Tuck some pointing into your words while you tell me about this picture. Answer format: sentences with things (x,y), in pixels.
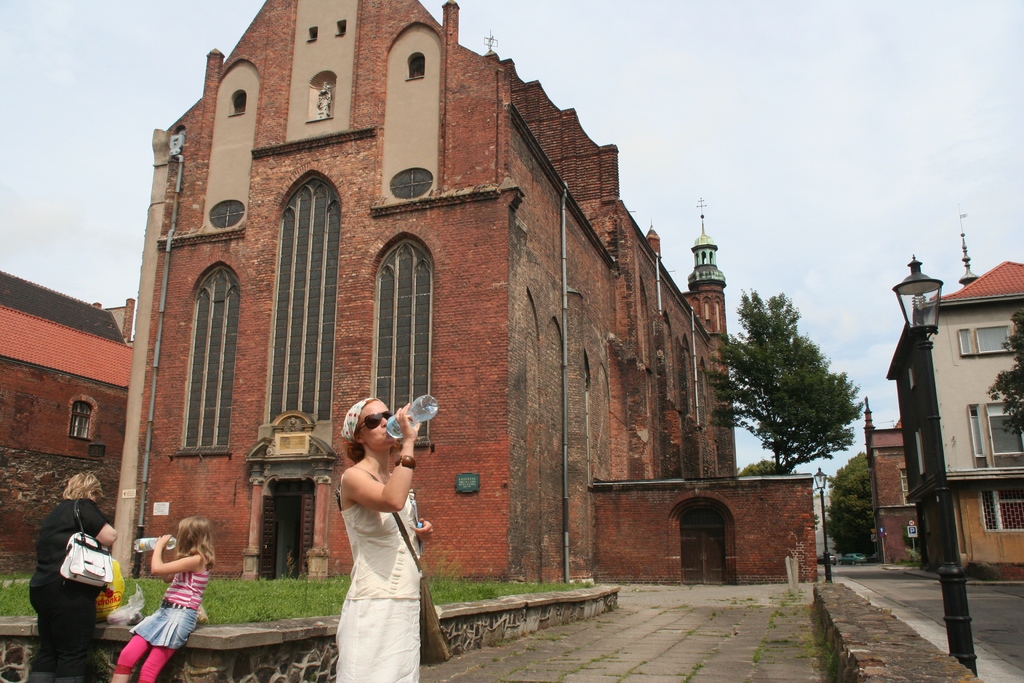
In this picture we can see there are three persons (63,627). Behind the people (40,563), there is grass (248,609) and buildings (455,301). On the right side of the image (794,411) there are trees (825,397), some vehicles (861,557) on the road (867,573) and there are poles (823,477) with lights (923,299). Behind the buildings (667,383), there is the sky (774,177).
